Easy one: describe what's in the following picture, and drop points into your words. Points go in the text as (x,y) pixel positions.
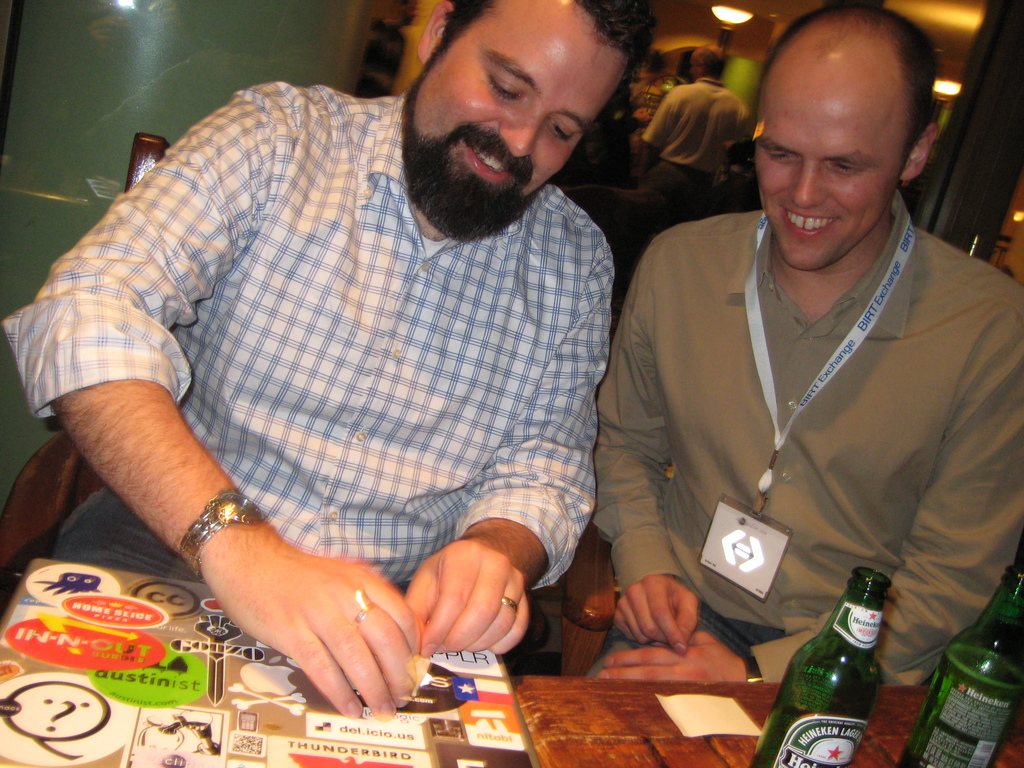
In this picture we can see two men (669,386) sitting on chair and smiling and in front of them we can see board (307,709), paper (742,718), two bottles (795,693) and in background (339,69) we can see wall (310,59), some person (699,114) standing, lights (719,35).
